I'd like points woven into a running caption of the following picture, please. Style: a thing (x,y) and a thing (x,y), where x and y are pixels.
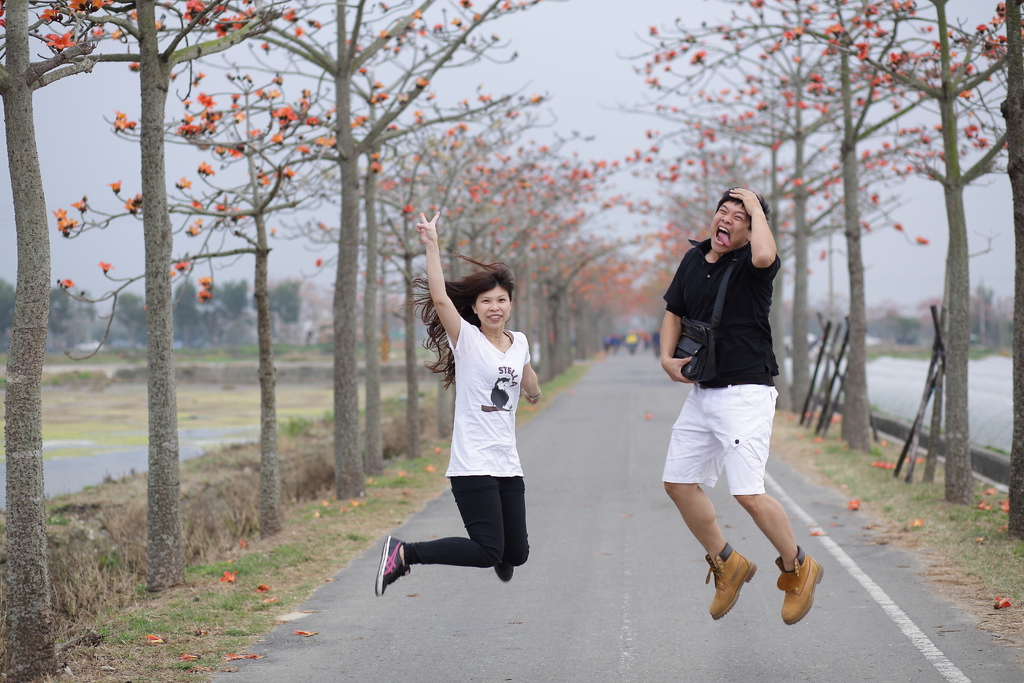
In the foreground of the image (719,470) we can see some persons (744,398) wearing dress (484,437). One person (745,312) is carrying a bag (685,356). On the right side of the image (825,393) we can see some wooden pieces (812,382). In the background (291,156), we can see group of flowers (515,261) on the trees (710,187) and the sky (541,108).
